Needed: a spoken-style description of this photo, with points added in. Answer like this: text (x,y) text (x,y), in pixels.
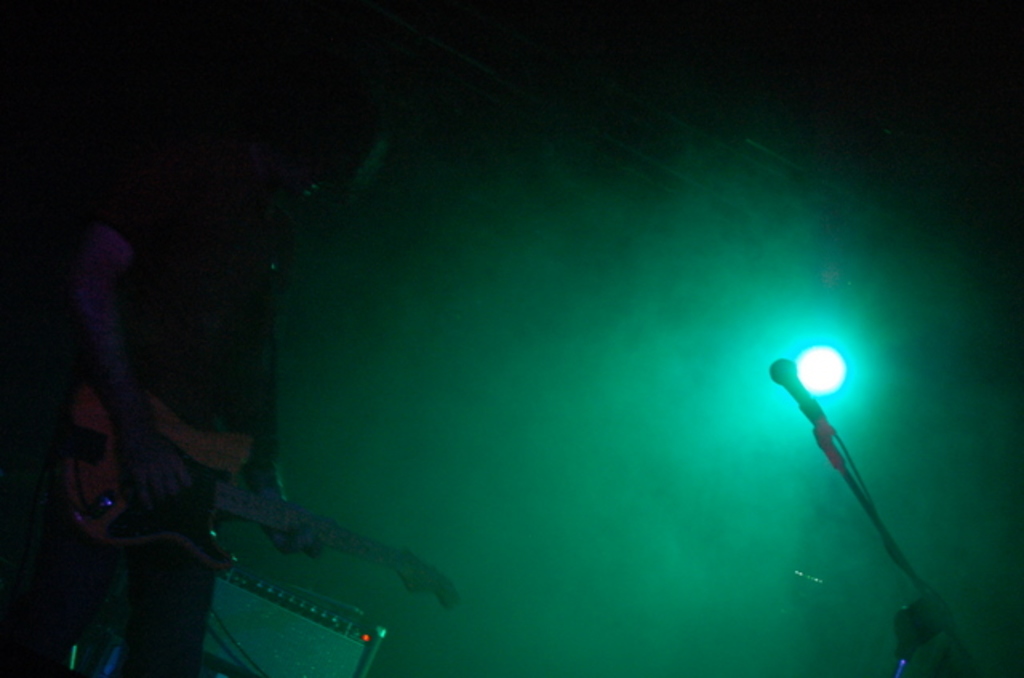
It is a music concert there is a person (184,348) standing and playing the guitar (198,454) and there is a green light (718,392) focusing on the person (232,416) and in front of the person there is a mic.
